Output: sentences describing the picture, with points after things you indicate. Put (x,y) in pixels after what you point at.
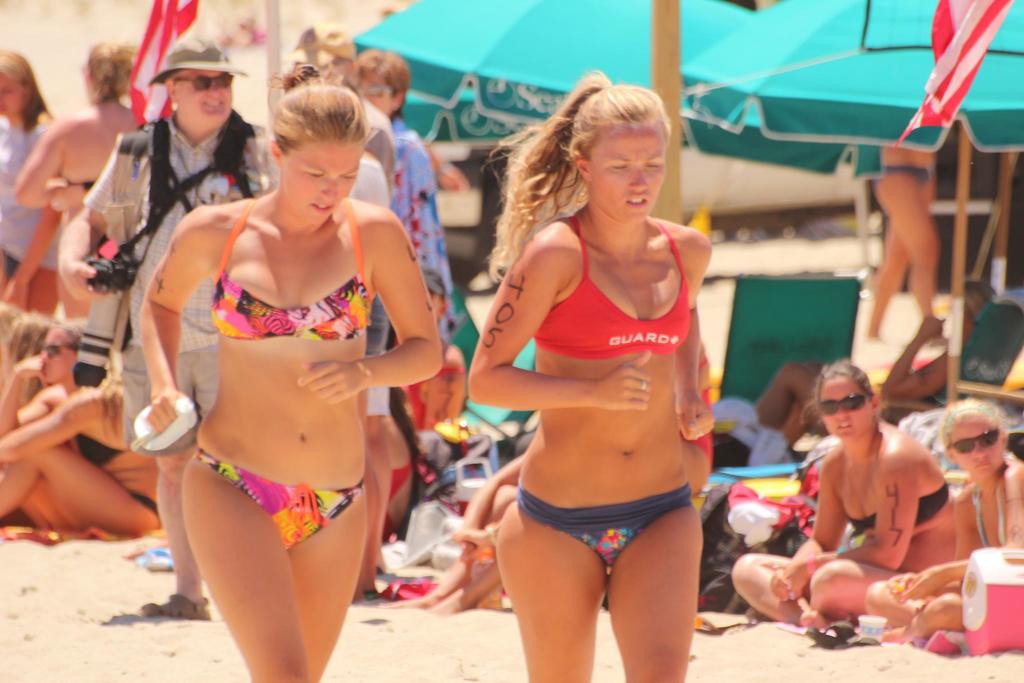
In this image we can see two people (210,468) are running, some people (41,364) are sitting on the surface (151,644), two flags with poles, some people (180,459) are standing, some tents (716,25), some sand (104,559), some chairs (995,319), some people (199,403) are holding some objects (191,415), one person (793,401) sitting on the chair (774,337) and some different objects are on the surface (480,303).
